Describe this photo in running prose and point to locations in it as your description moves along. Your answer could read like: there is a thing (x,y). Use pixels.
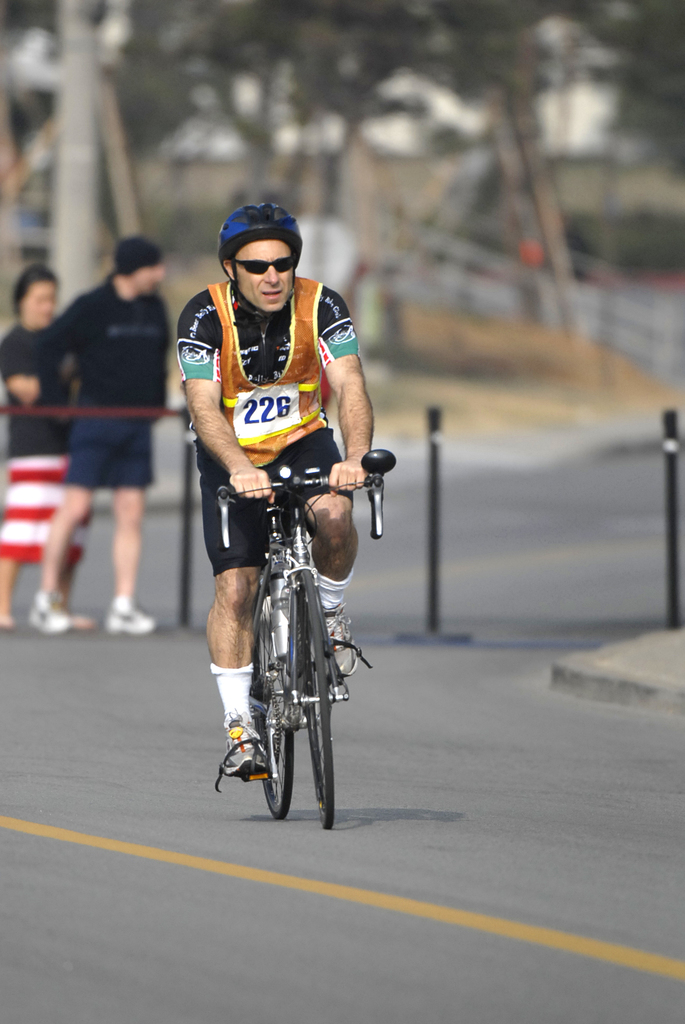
In this image in the center (265,345) there is one person (271,504) who is sitting on a cycle (275,604) and riding, and on the background (118,323) there are two persons (91,373) who are standing and on the top (235,65) there are some trees (684,125) and some objects (622,326) are there.
